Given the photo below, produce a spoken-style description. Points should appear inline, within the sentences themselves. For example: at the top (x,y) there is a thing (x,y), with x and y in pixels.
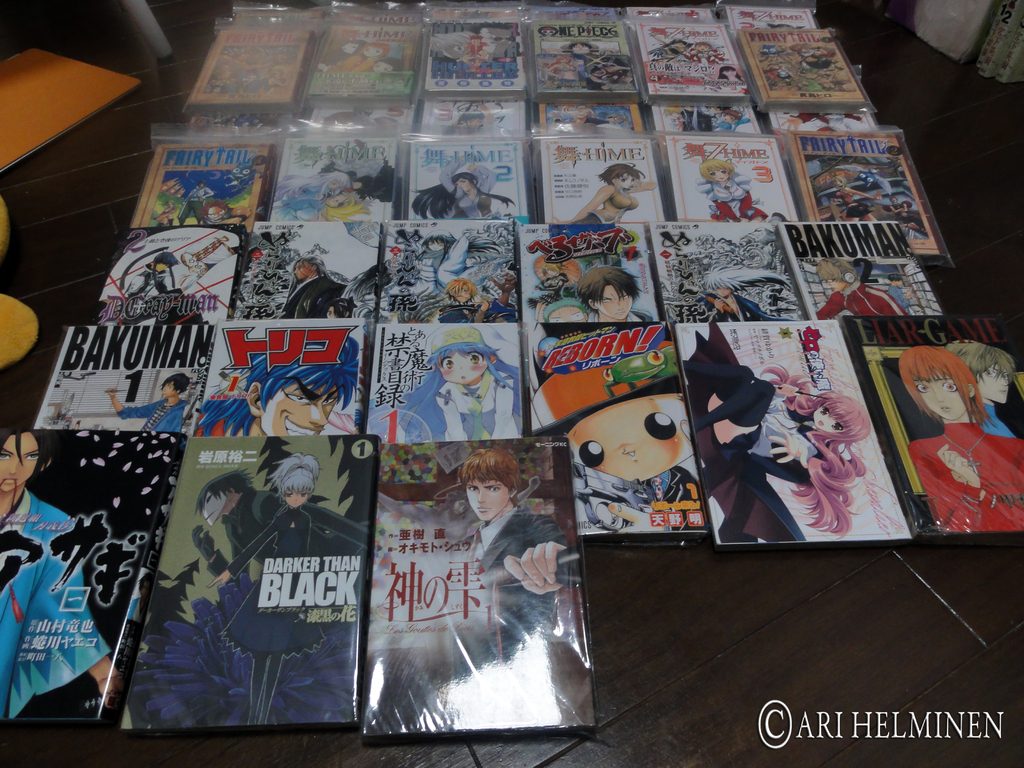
In this picture, those are looking like comic books (263,151) on the floor (684,643). Behind the comic books (290,179) there are some objects (992,43). On the image there is a watermark (809,729).
